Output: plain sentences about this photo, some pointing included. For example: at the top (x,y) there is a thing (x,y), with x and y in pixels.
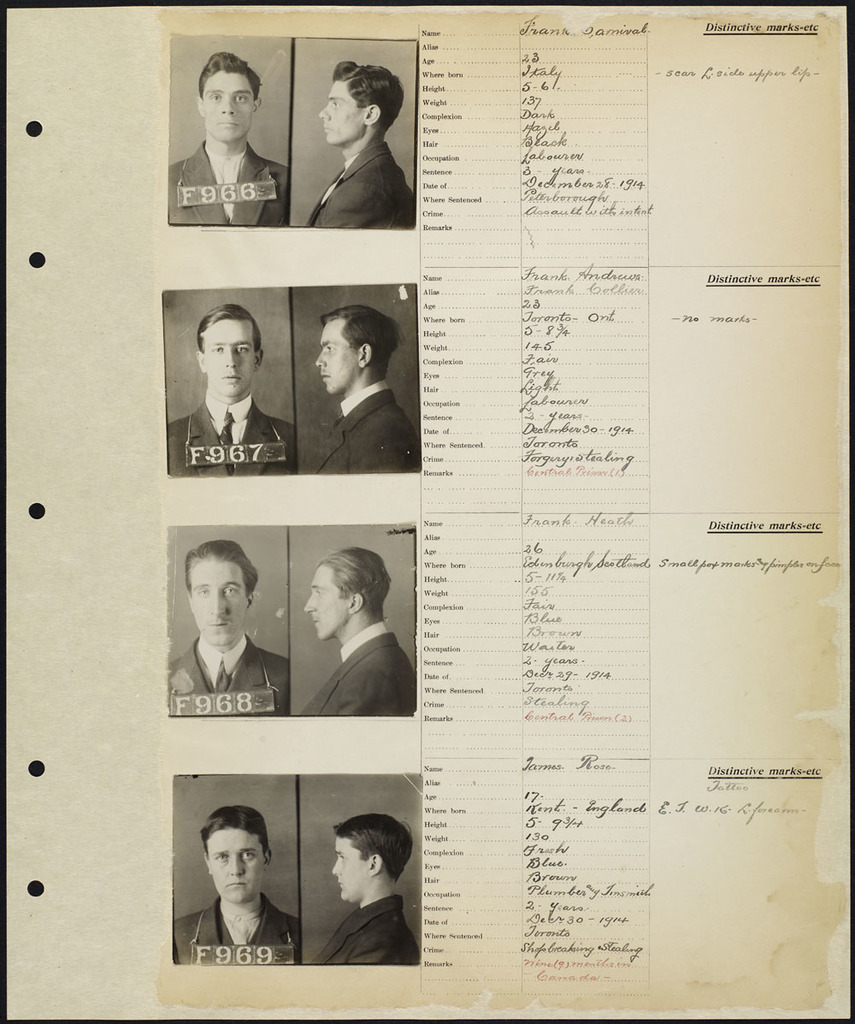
This picture is a black and white image. In this image we can see some people photos (260,390) with text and numbers (206,705).
